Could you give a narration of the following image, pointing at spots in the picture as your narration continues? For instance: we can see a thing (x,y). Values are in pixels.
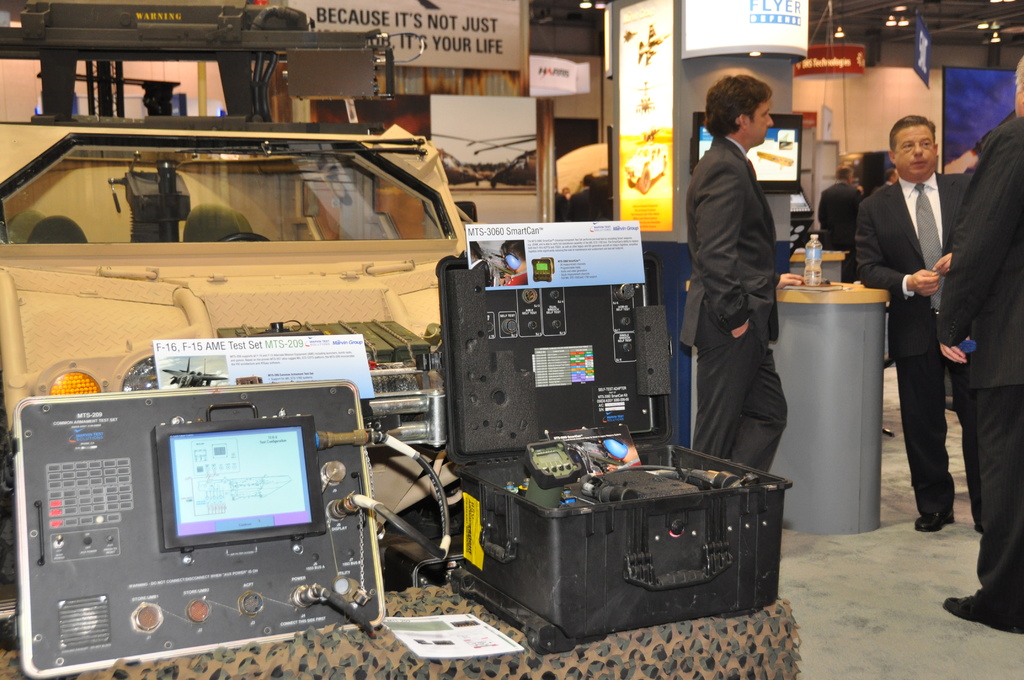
Here we can see few persons (757,192) standing on the floor (869,605). There are devices (129,409), cloth (352,634), boards (780,20), screen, bottle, and lights (903,9). In the background (847,79) we can see wall (600,96).
